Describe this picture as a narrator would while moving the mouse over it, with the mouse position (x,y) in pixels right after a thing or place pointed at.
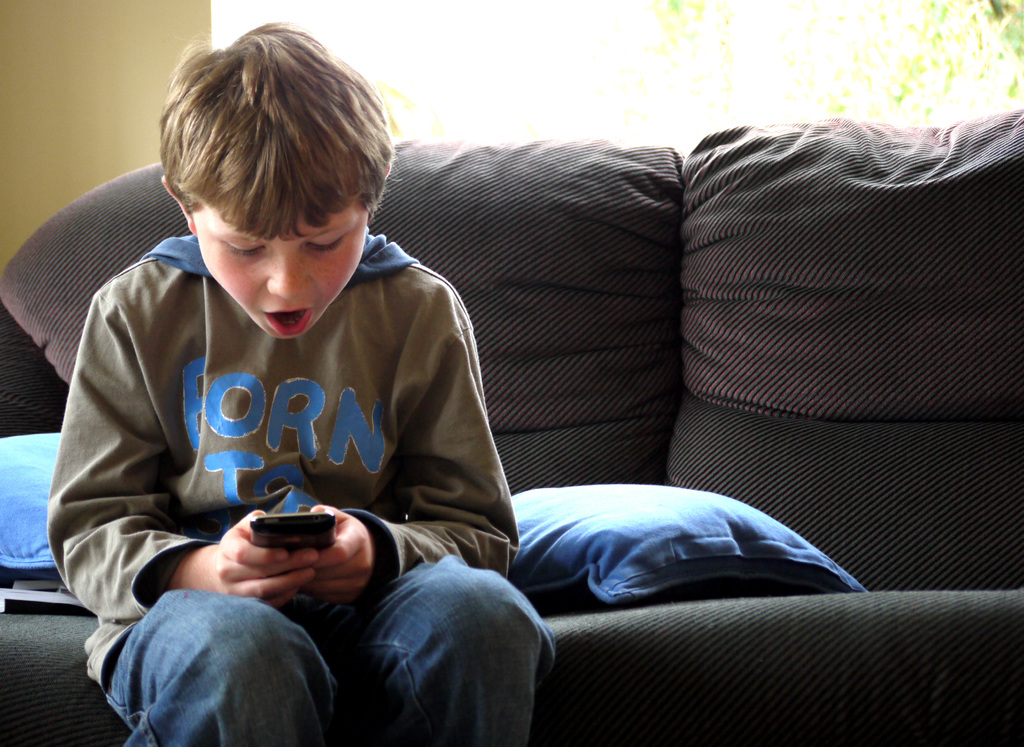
In this image, we can see a boy (319,561) is sitting on the couch (552,620) and holding black color device (302,544). Here we can see cushions (717,543) and some objects (8,596). Top of the image (107,105), there is a wall (120,100). On the right top corner (919,51), we can see green color objects (941,51).
